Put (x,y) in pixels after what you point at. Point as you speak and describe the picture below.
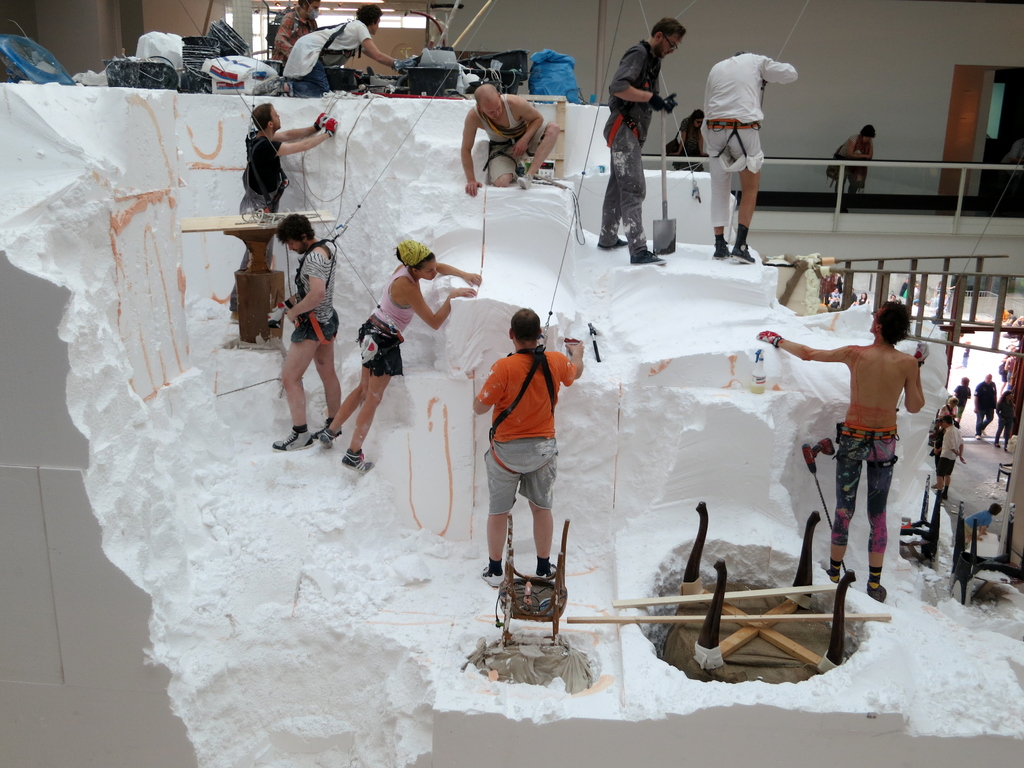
In this picture we can see a group of people (730,66) where all are doing their activities. The person (762,56) holding the rope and standing and here the person (617,75) is holding some excavation material (661,158) and this person (530,151) is sitting and this person (261,153) is watching to the wall (365,184) and here are some tables (730,626), wooden planks (668,603) and here the persons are walking and this woman (851,187) at the balcony (830,161) and watching to all of them and here it is a wall (912,84), door (986,136).
